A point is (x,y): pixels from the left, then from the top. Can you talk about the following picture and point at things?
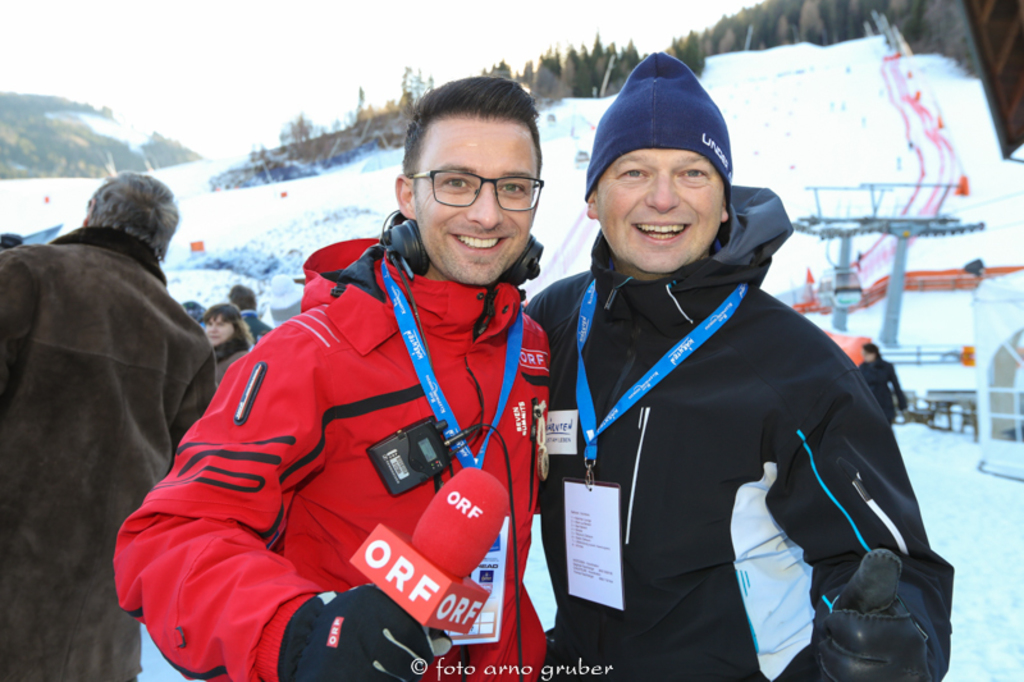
In this image I can see group of people (292,424) standing, in front (345,432) the person (331,430) is wearing red color jacket (360,432) and the person (751,432) at right (835,432) is wearing black color jacket (734,325). Background (960,459) I can see the snow (928,461) in white color, trees (536,72) in green color and the sky (241,72) is in white color.
